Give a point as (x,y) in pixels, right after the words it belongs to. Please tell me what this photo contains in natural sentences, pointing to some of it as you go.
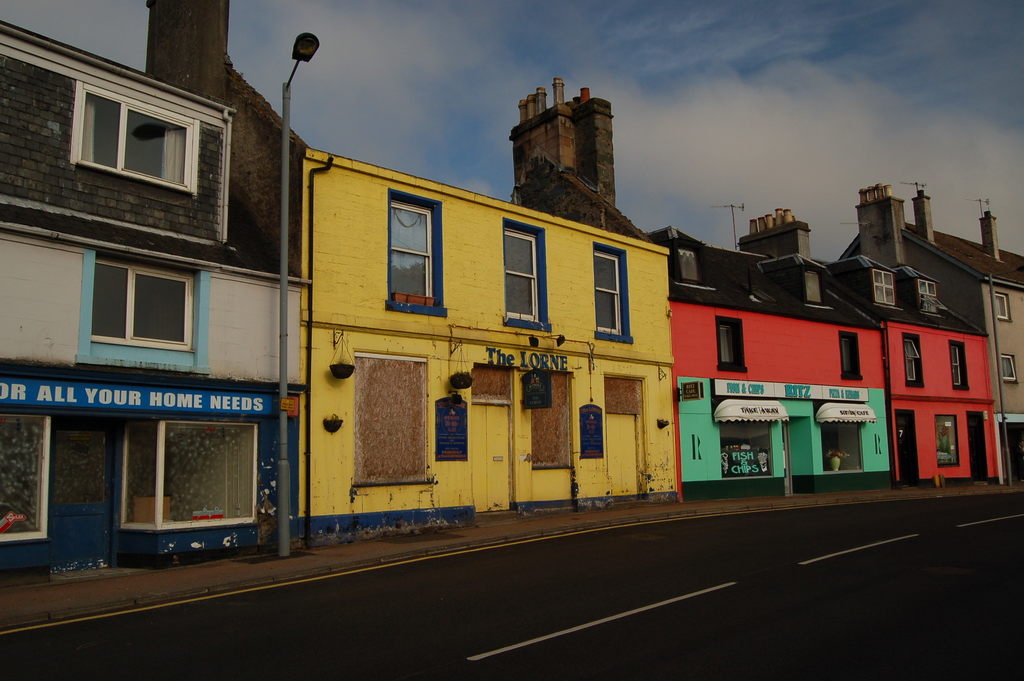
This image consists of many buildings (65,558) along with windows (138,311). At the bottom (603,635), there is a road (690,635) and a pavement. In the middle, there is a street pole (308,49). At the top (500,22), there are clouds (501,33) in the sky (494,73).
